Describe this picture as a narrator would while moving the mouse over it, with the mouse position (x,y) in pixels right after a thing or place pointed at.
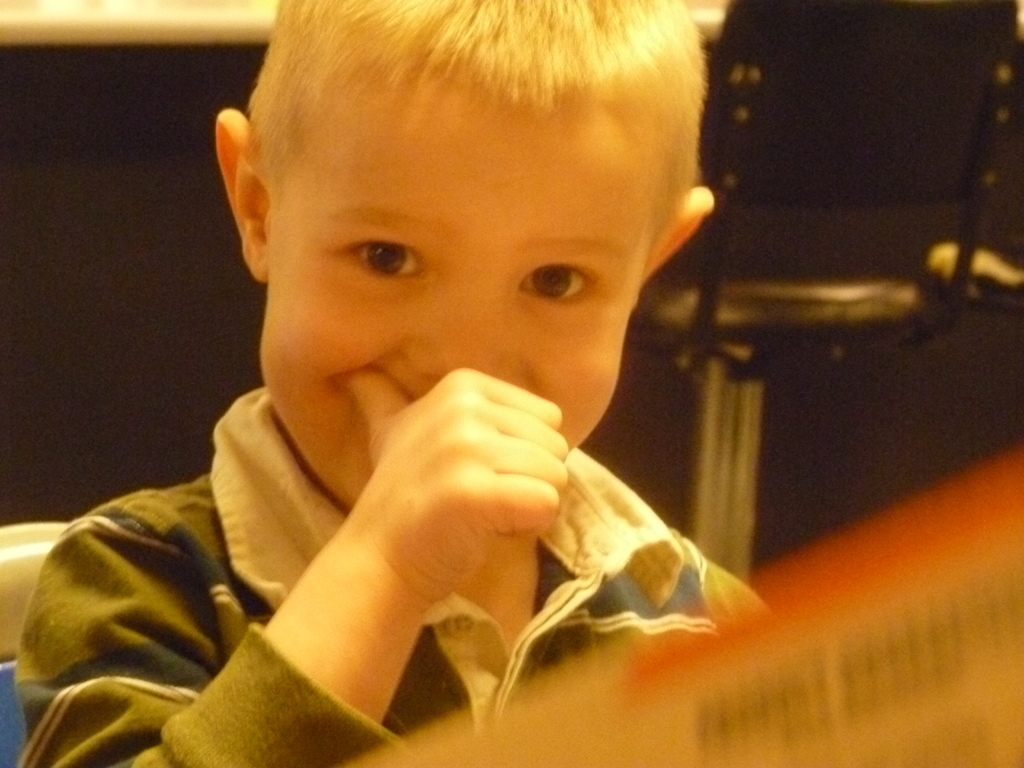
In this picture I can see a boy (501,250), and there is blur background (991,340).
